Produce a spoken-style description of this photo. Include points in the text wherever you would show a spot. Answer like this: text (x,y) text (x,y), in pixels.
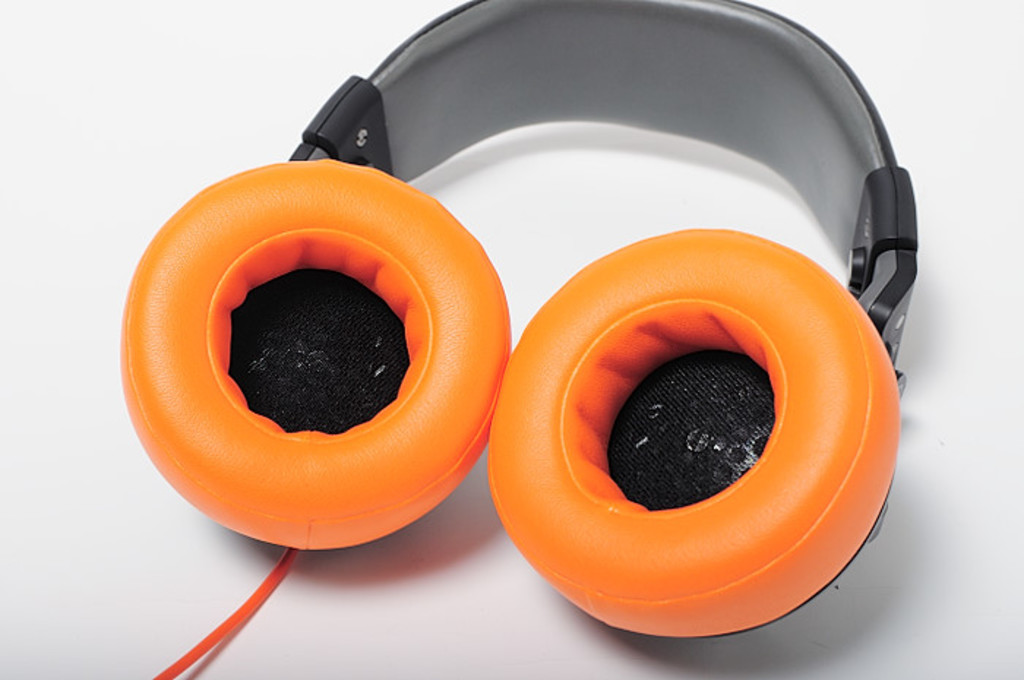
In this image I can see a headphone (448,362) in front (296,197) which is of orange and black color and I can see a wire (181,659) and it is on the white color surface (940,545).
